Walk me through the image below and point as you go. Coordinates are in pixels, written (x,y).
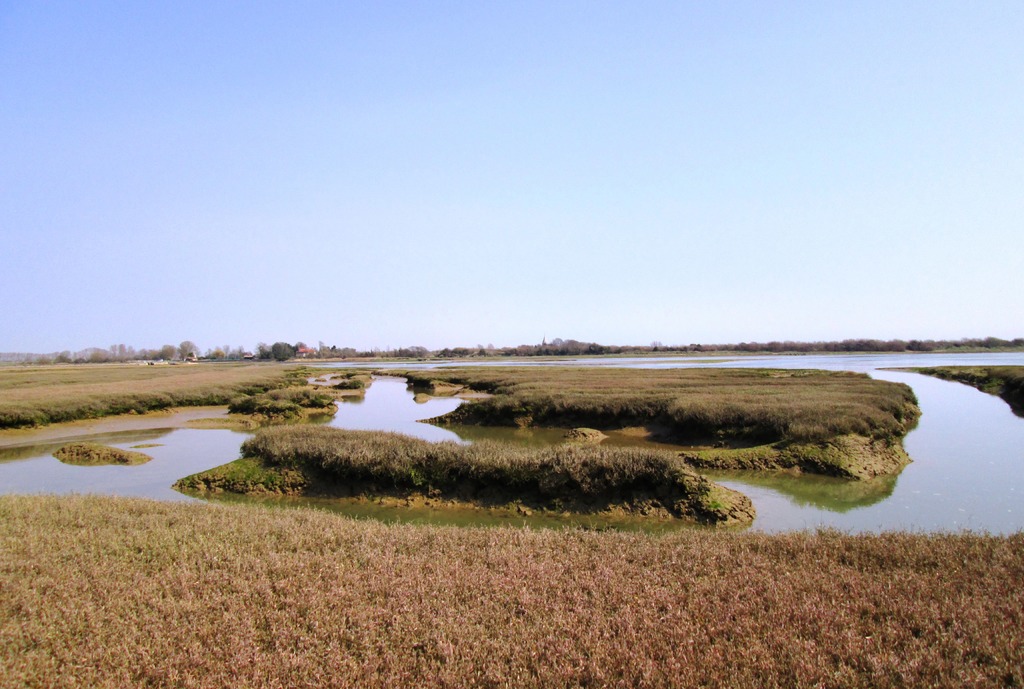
In the picture we can see the grass surface (225,557) and near it, we can see a lake (919,394) with some part of grass surface (610,392) in it and far away from it, we can see trees (269,349), house (314,354) and behind it we can see the sky (716,278).
